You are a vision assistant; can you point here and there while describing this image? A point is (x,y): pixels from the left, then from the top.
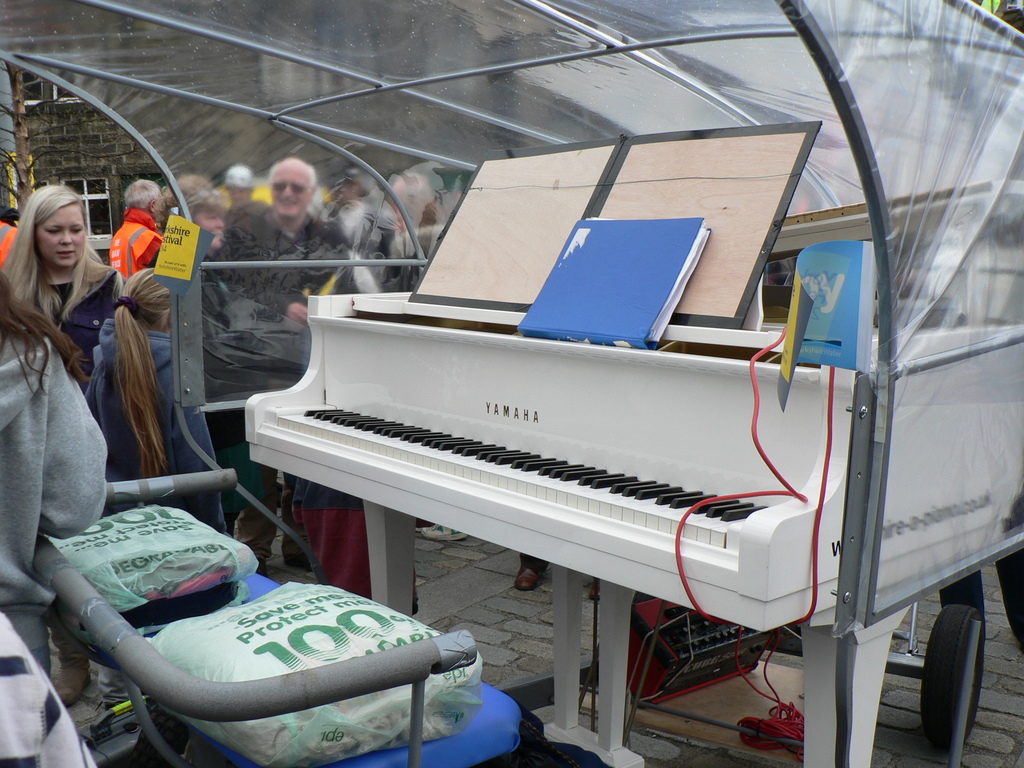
There is a piano (481,409) in the given picture. In front of a piano (494,448) there are two seats (282,628) for sitting. On the piano (577,369), there is a file (630,294) and in the background (248,350) we can observe some people (151,214) here.
